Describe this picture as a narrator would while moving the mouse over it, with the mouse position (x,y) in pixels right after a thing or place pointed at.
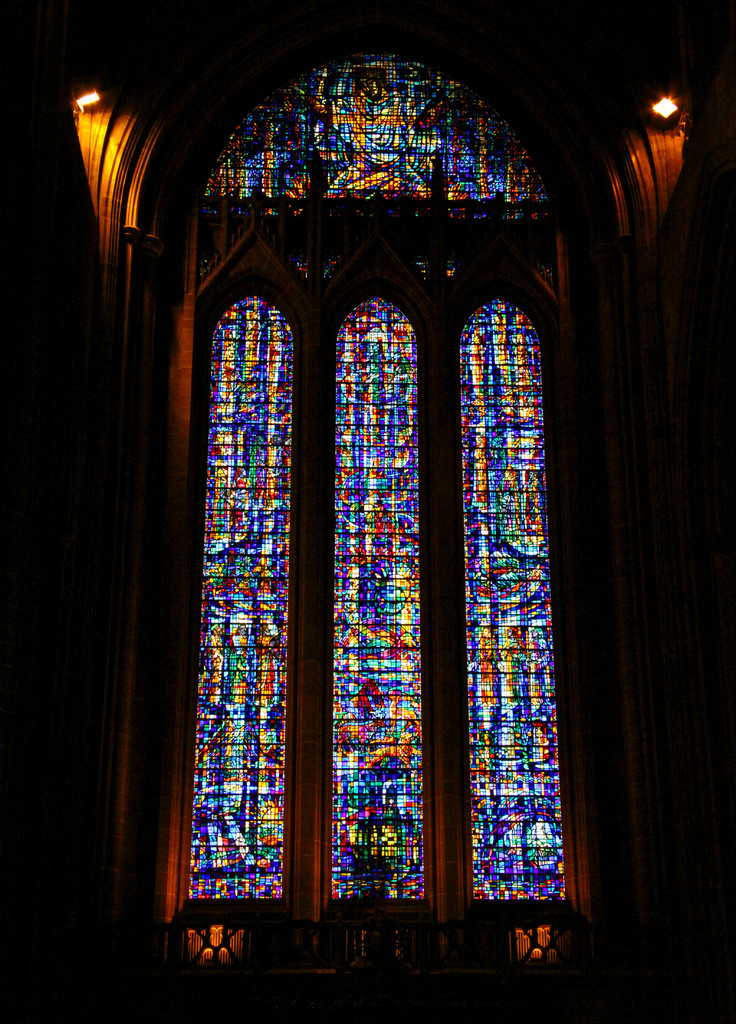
In the picture we can see inside view of the church wall (587,792) with glasses (400,775) and several colors to it and besides we can see lights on either sides in the dark.
